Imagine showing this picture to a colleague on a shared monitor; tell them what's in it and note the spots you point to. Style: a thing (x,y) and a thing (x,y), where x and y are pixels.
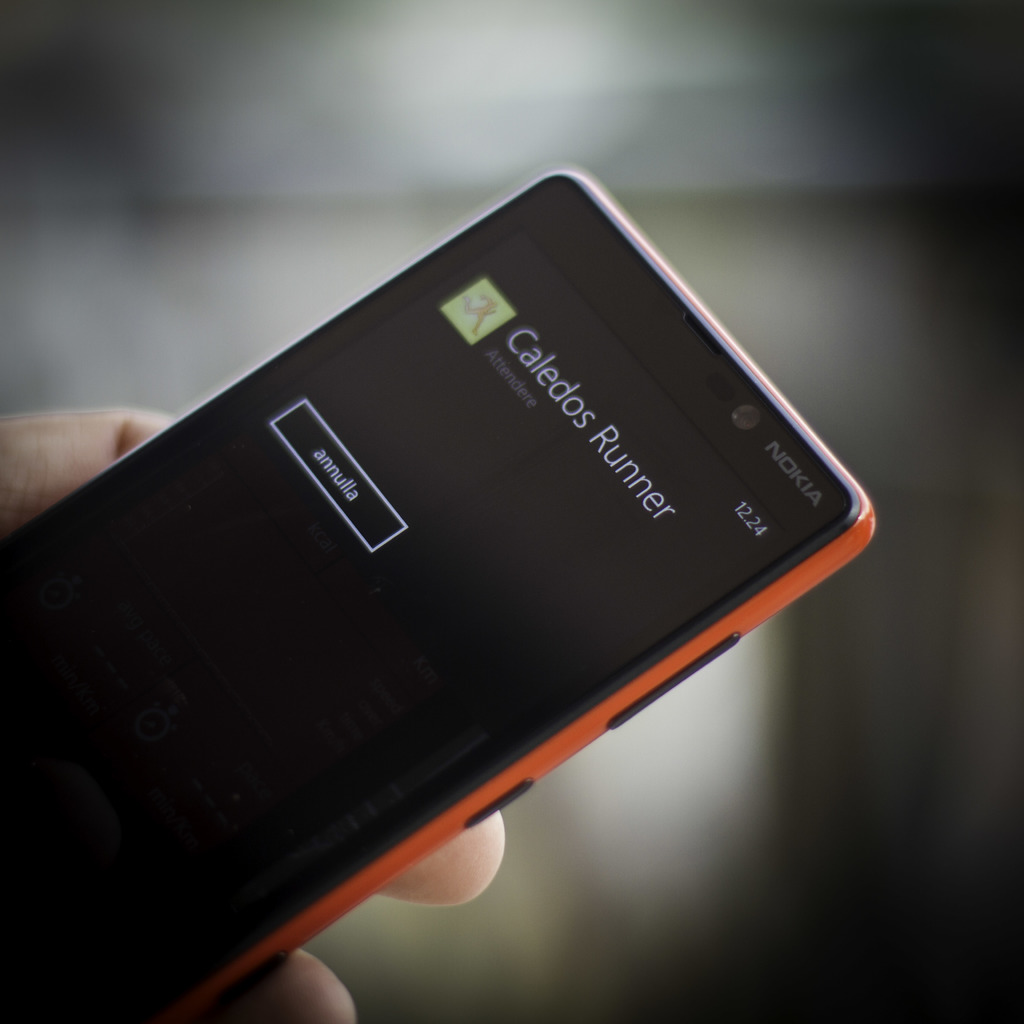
In this image there is one person (79,462) is holding a mobile (221,511) as we can see on the left side of this image (166,677). There is some text (561,402) is on the screen (411,546) of this mobile (374,577).
